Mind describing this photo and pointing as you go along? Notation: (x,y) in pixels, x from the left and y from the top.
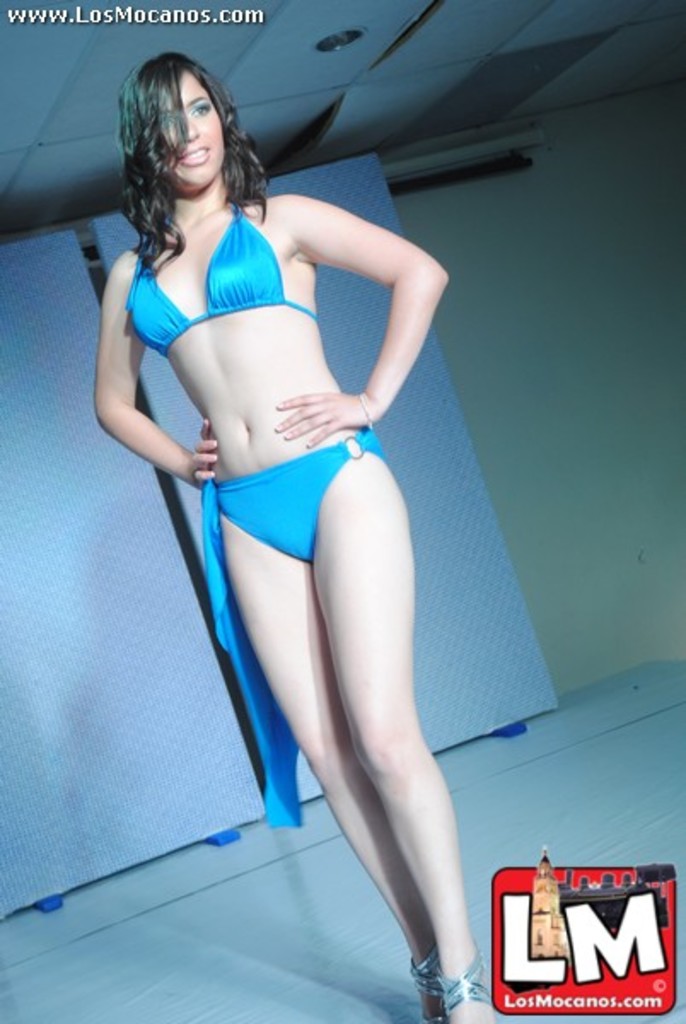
In this picture we can see a woman (331,488) is standing and smiling, at the right bottom (568,895) there is a logo (557,902), we can see some text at the left top of the picture (108,21), in the background (653,397) there is a wall (612,377), there is the ceiling (378,42) and a light (337,44) at the top of the picture (312,33).
